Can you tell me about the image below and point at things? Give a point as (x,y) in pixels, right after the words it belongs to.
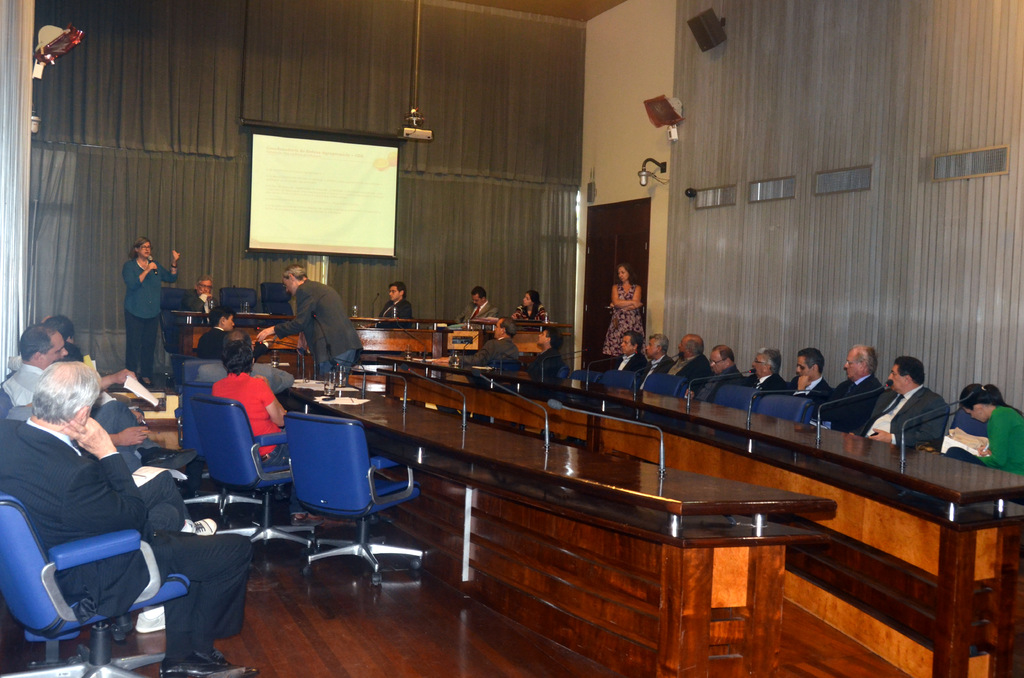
In this image, we can see some people (686,370) wearing clothes (59,461) and sitting on chairs (101,552). There is a person (336,329) standing in between tables (528,405). There is an another person (142,309) holding a mic (150,271) and standing in front of the wall (97,252). There is a person (619,300) standing in front of the door (634,242). There is a screen (364,235) on the wall (417,268).
